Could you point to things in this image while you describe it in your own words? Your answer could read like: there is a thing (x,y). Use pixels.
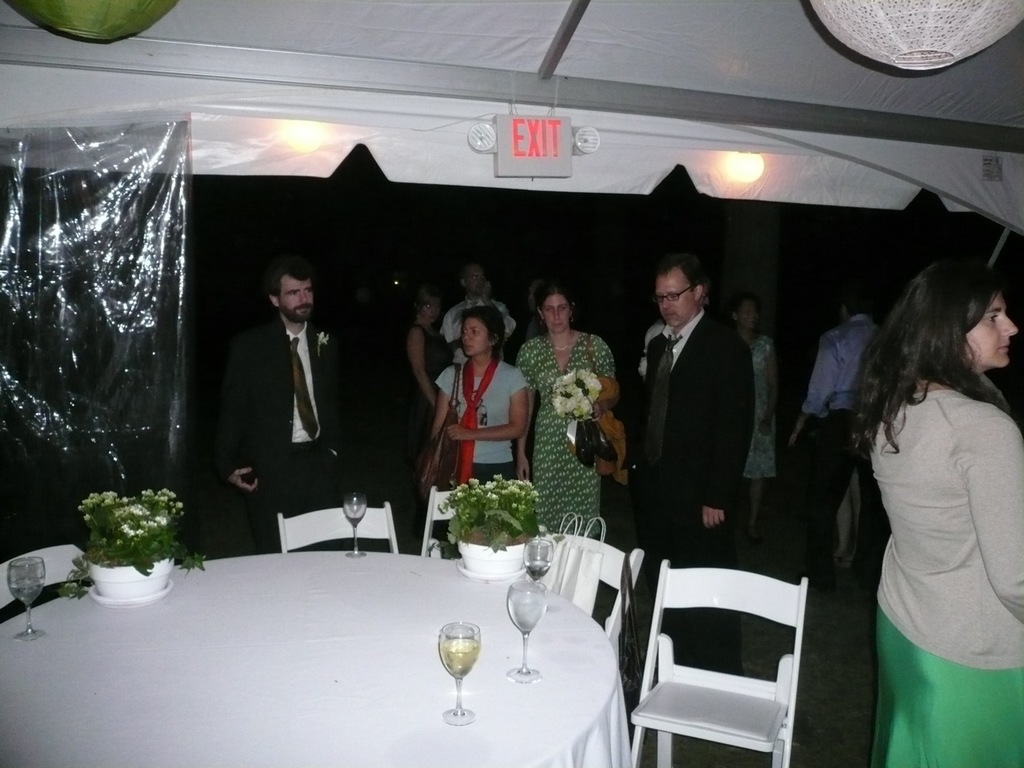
In this picture we can see some persons (525,472) are standing on the floor (848,672). These are the chairs (796,593) and there is a table (250,707). On the table (228,648) there are glasses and these are the houseplants (483,519). Here we can see lights (297,139).
